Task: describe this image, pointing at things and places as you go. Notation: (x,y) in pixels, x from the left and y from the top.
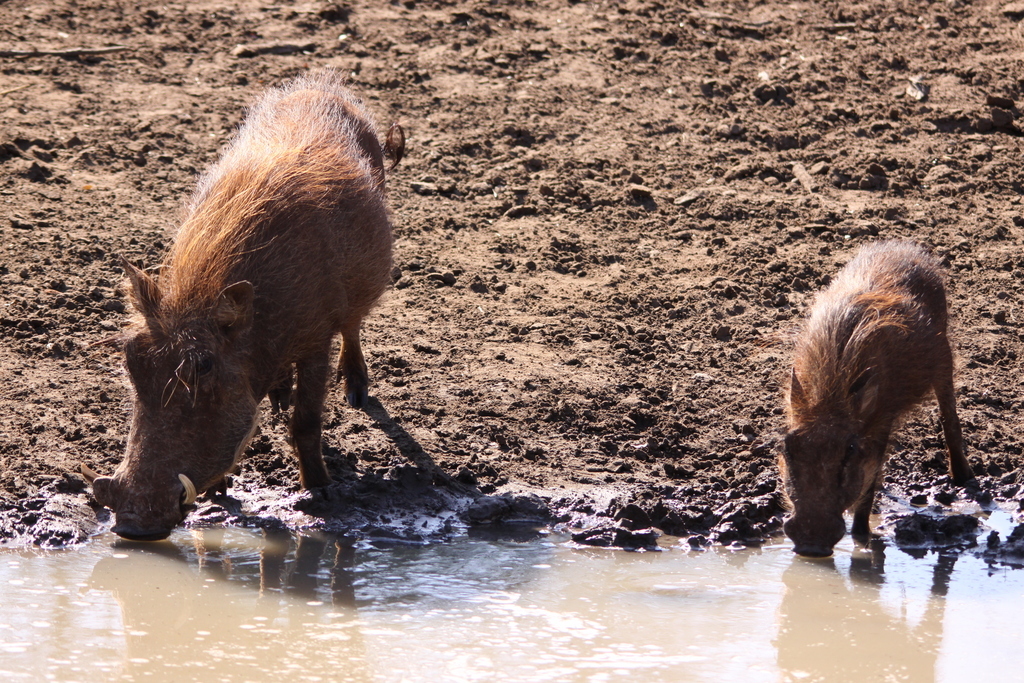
In this image there are animals (929,337). At the bottom (771,542) there is water (460,623). In the background (512,294) there is soil (617,193).
